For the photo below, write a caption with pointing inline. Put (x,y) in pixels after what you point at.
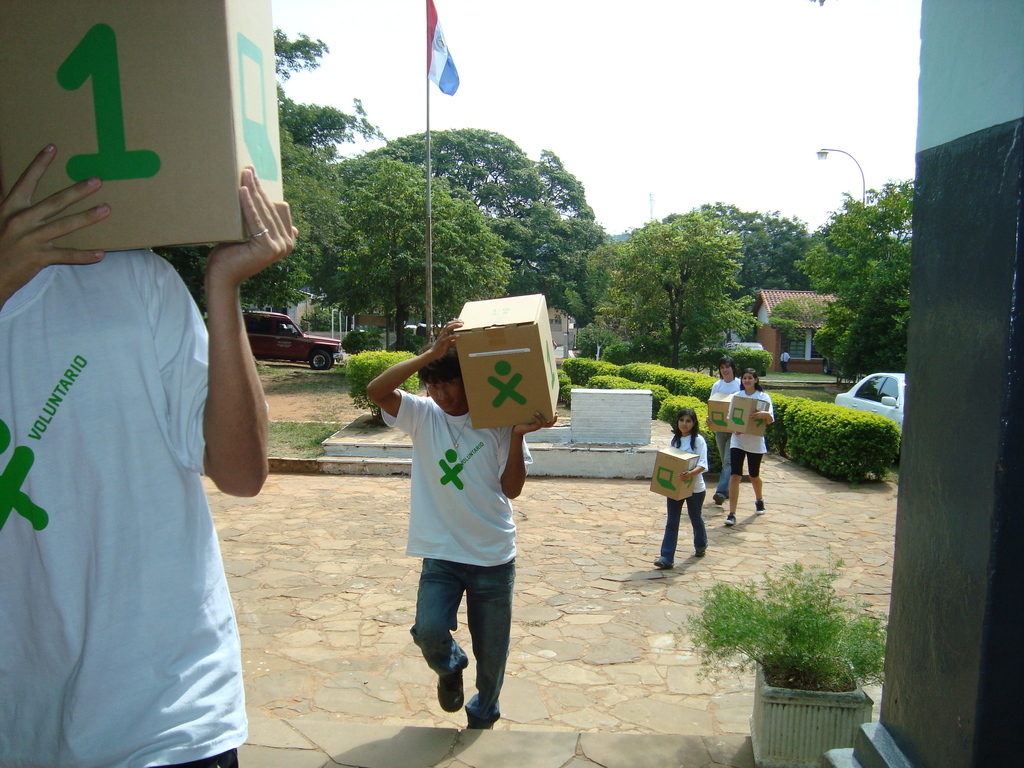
In this image, we can see people (266,442) holding boxes (490,356) and in the background (582,200), there are trees (627,268), houses (762,334), some vehicles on the road (684,531) and we can see shrubs (797,448), a houseplant (723,651), a light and a flag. At the top (653,69), there is sky (779,182).
